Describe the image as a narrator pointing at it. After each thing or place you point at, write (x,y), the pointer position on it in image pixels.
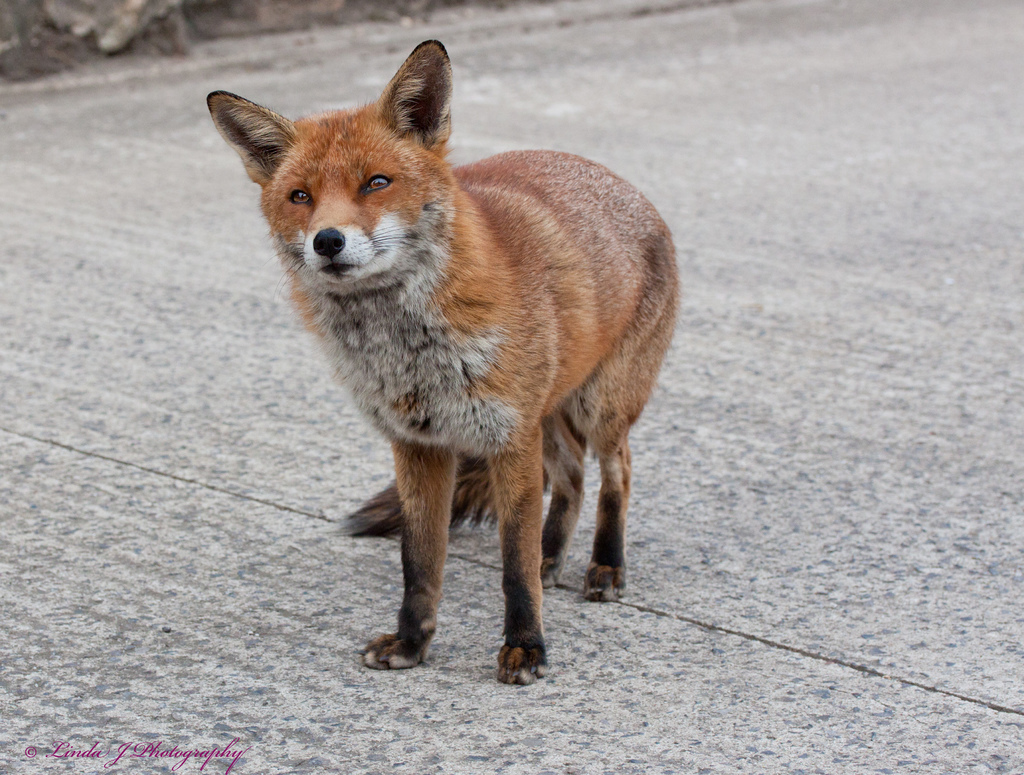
In this image I can see a fox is standing on the road (294,614). This image is taken during a day on the road (846,466).
